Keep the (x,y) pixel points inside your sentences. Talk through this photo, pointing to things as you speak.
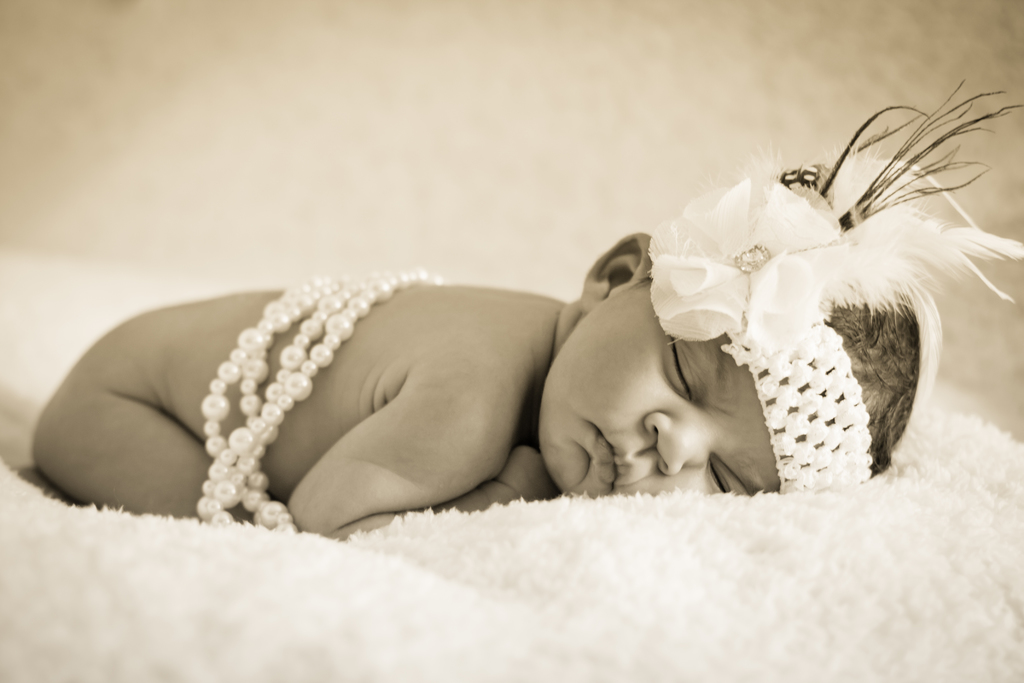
This is a black and white image. In the middle of the image (498,379) there is a baby (500,377) laying on a white bed sheet (518,592). The background (376,163) is blurred.
